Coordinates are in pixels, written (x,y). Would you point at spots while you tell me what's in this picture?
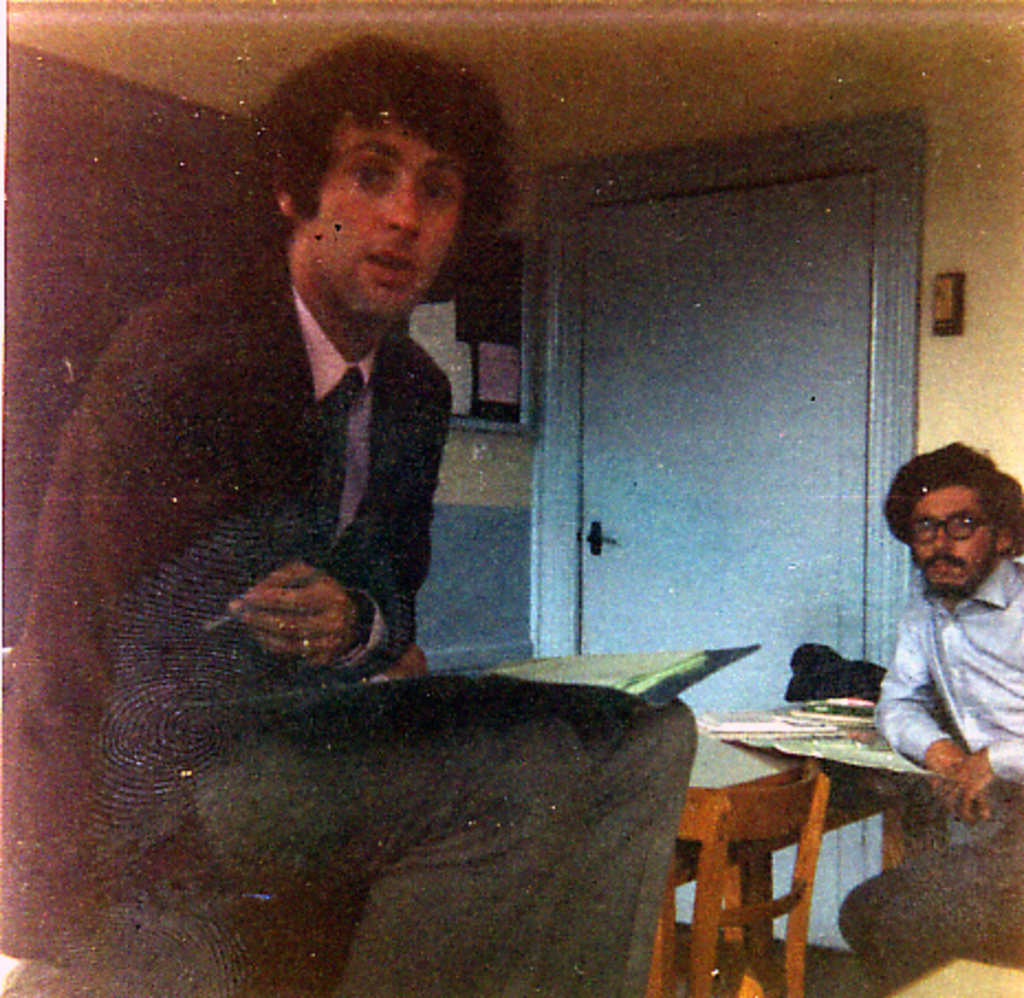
In the image on the left side (289,690) there is a man (316,632) sitting. And on his laps (529,680) there is a file (678,686) with papers (621,680) and he is holding an object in the hand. On the right corner of the image (939,835) there is a man (969,944) sitting. And in front of him there is a table (791,759) with a few things (770,719) on it. And beside him there is a wooden chair (721,849). In the background (609,190) there is a wall (844,100) with doors (745,397). And also there is a black board (180,123) and notice board (433,339) with papers (468,368).
